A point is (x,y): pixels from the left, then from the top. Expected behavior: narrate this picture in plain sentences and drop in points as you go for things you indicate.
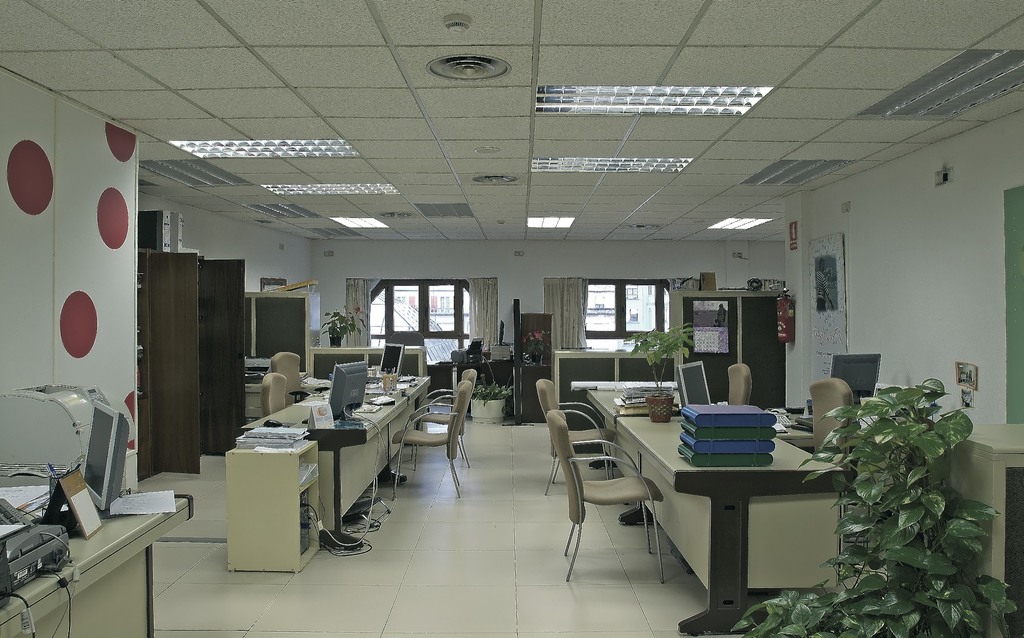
This image is taken in the room (414,488). In this image there are tables (695,476) and chairs (574,463). We can see files (697,435), computers (353,402), papers (271,440), houseplants (655,404), printer (45,535) and some objects (84,510) placed on the tables (331,442). There is a stand (233,533). In the background (450,329) there are windows (588,334). At the bottom (808,617) we can see a plant (875,590). At the top (243,150) there are lights (618,160). On the left (178,367) there is a door (178,367). We can see some objects (412,381).
